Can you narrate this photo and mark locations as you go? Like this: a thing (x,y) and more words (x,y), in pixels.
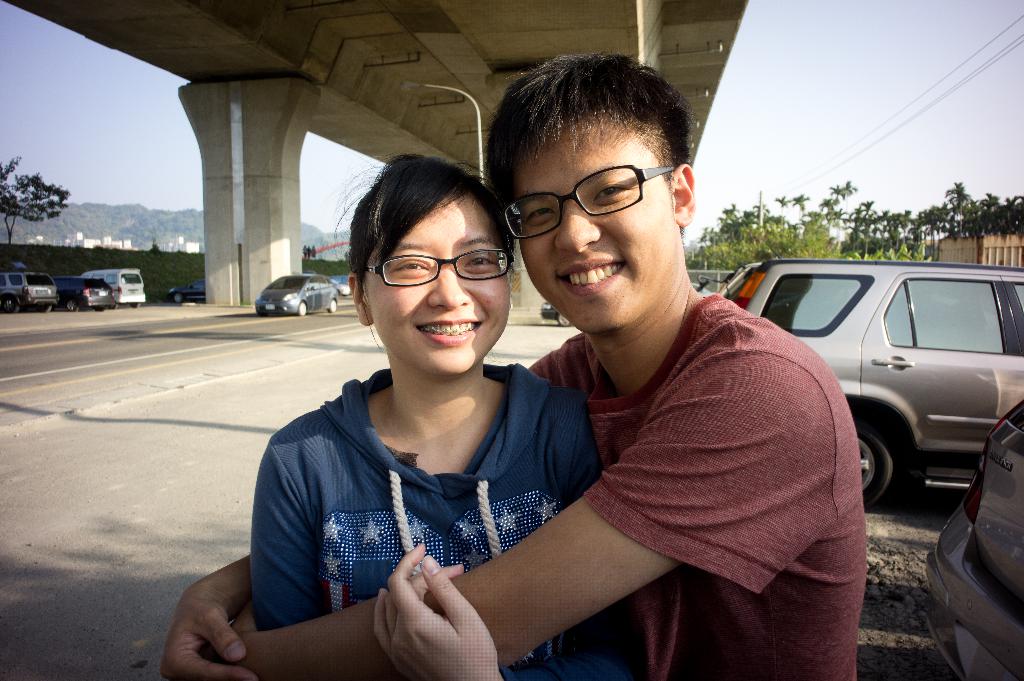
In this picture there is a woman (504,226) who is wearing spectacle (470,272) and blue hoodie (440,525), beside her there is a man (677,171) who is wearing spectacle (628,180) and t-shirt (631,391). Both of them are smiling. Beside them there are two cars (982,412). On the left (13,286) I can see some cars (13,286) were parked near to the wall (170,282) and some cars (273,306) are running on the road (143,333). At the top (440,46) there is a bridge (466,39). In the background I can see the buildings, mountains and poles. In the top left corner (12,88) there is a sky (21,93). In the top right corner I can see the electric wires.
